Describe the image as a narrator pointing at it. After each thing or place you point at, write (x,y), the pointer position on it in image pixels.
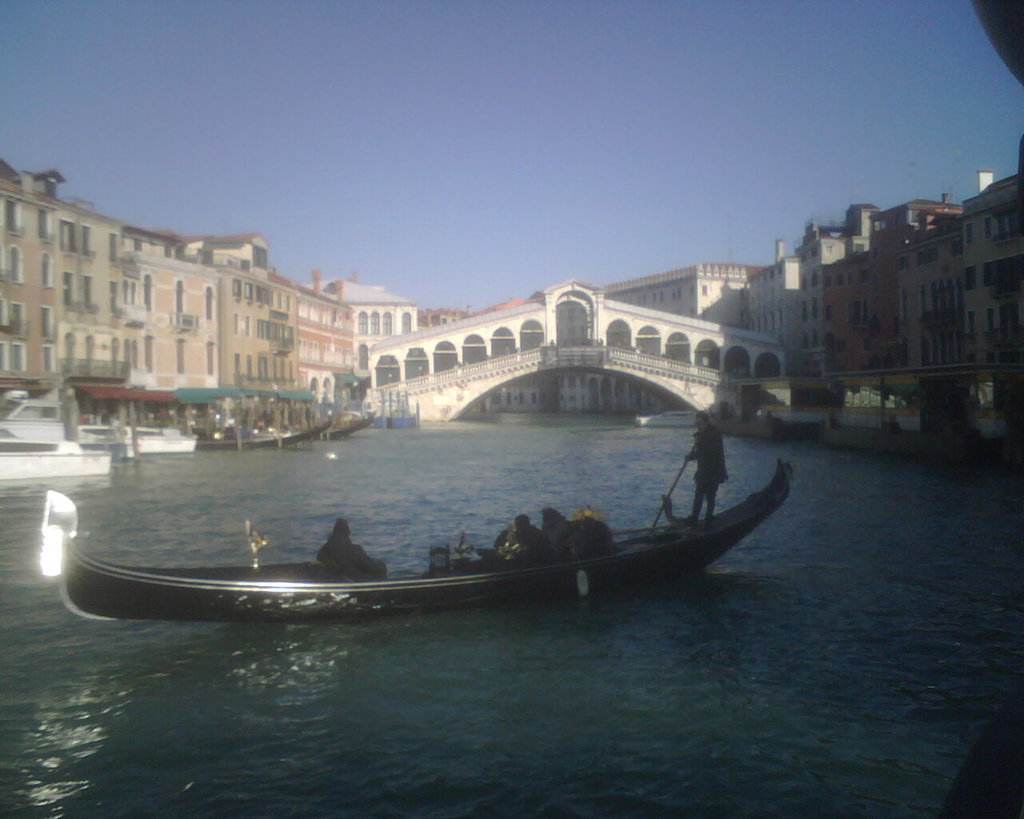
In this image I can see water (503,777) and in it I can see few boats (235,586). Here I can see few people (722,473) and in the background (459,341) I can see number of buildings (356,305) and the sky (503,144).
